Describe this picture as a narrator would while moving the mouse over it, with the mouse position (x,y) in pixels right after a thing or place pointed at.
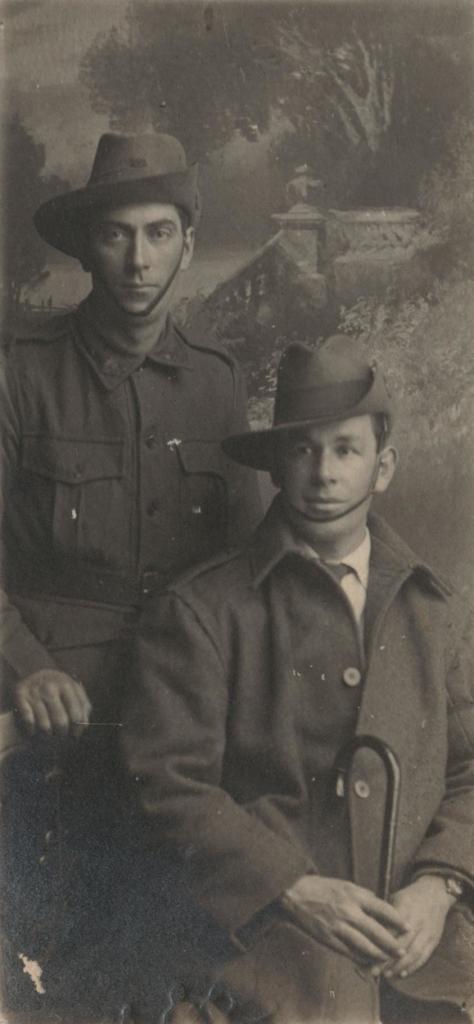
This picture seems to be an edited image. In the foreground (364,489) we can see a person (339,587) wearing a hat (339,403), holding an object (384,831) and seems to be sitting. On the left (147,408) we can see another person (146,265) seems to be wearing a shirt (165,417) and standing. In the background (337,164) we can see the depictions of the trees (304,71) and the depictions of some objects (301,218).
